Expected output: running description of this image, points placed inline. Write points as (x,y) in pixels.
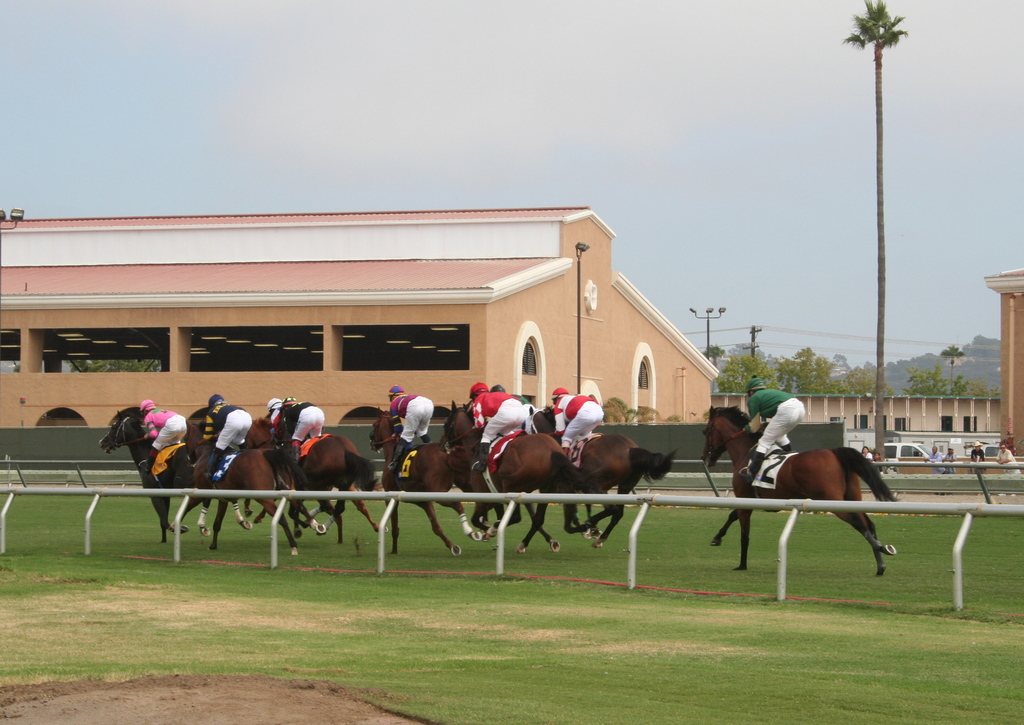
In this image I can see there are few persons (210,460) riding on horse (158,511) on the ground (470,627), at the top (451,127) I can see the sky (809,156), in the middle (461,292) I can see the building (103,340) and trees (882,366) and poles (706,339).
